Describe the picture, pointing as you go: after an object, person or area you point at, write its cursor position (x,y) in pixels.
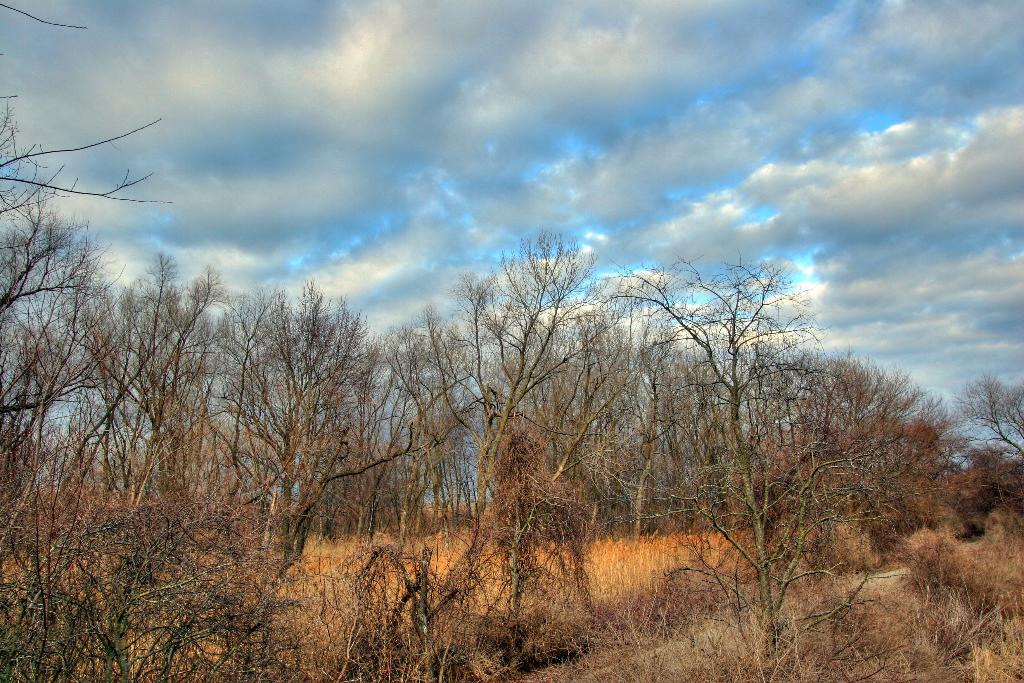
This image is clicked outside. There are trees (540,549) in the middle (639,447). There is grass (538,681) at the bottom (465,635). There is sky (506,169) at the top (552,220).
